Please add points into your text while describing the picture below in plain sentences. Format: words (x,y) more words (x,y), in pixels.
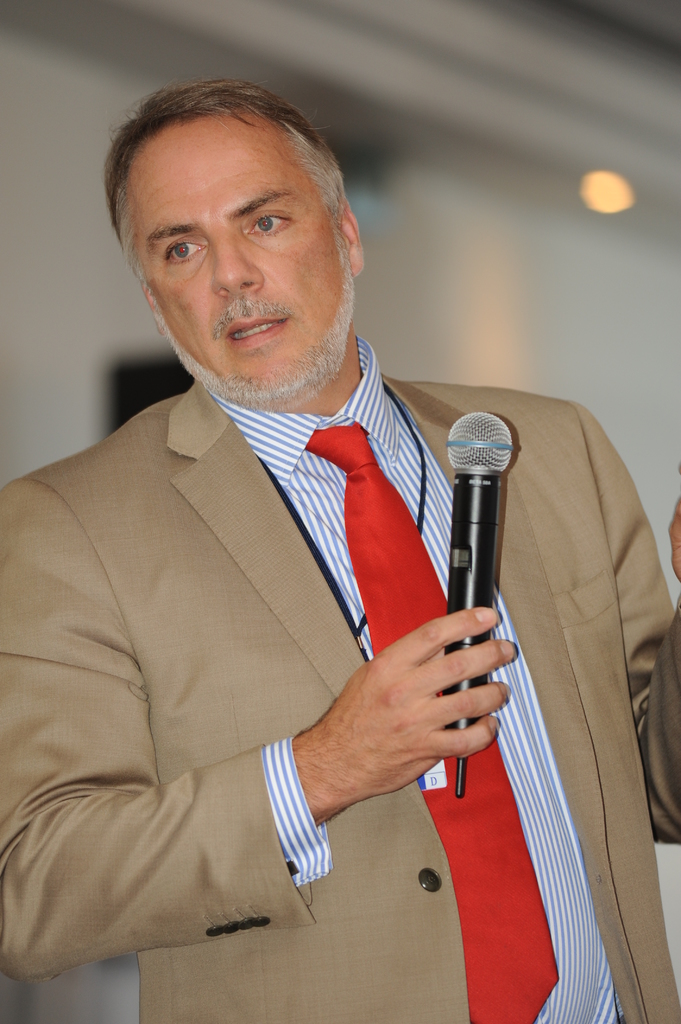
In this picture we can find a man (241,726) with a brown suit (61,851), red tie (463,809) and shirt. He is holding a microphone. In the background (523,236) we can find a white wall (51,409) with light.
